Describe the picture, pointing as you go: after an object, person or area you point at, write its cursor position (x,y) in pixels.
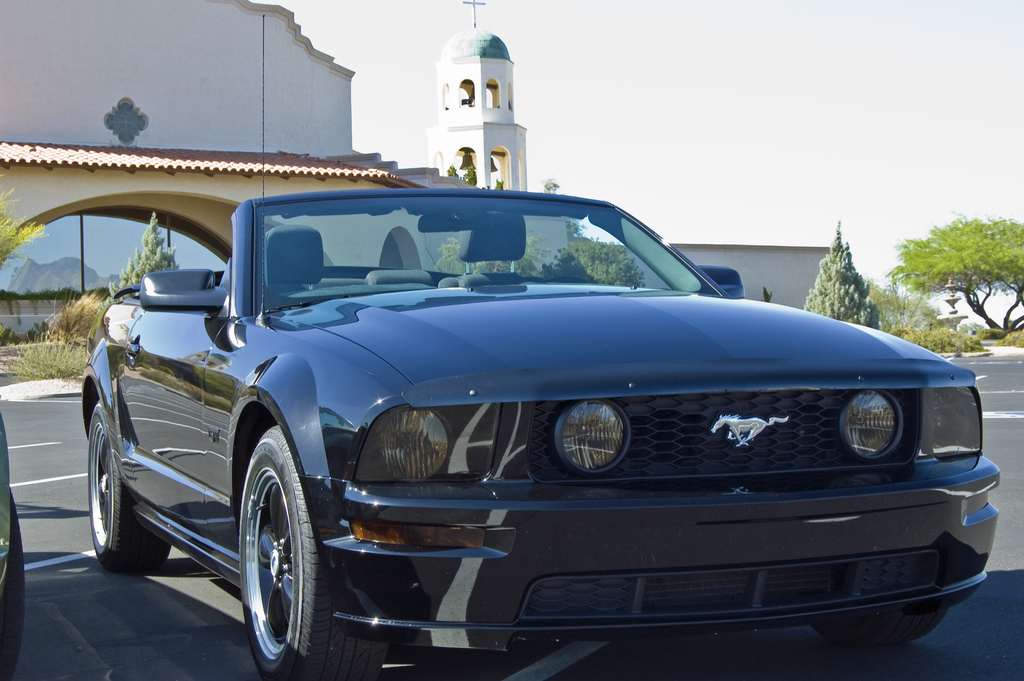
In this image we can see a vehicle (166,547) on the road (147,605), there are some trees (852,265), plants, building (160,220) and the wall (21,314), also we can see a shed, in the background (694,65), we can see the sky (724,89).
